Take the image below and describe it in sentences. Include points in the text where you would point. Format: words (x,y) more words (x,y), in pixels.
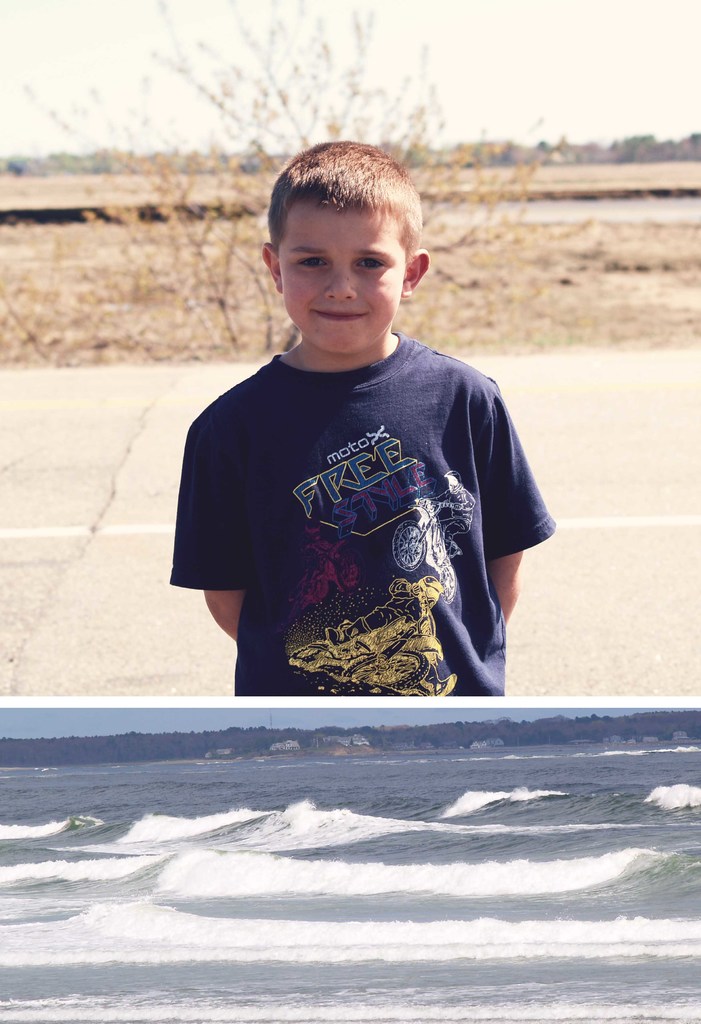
In this image there is a road (570,589). A boy (470,493) is standing and wearing a blue color shirt (399,473). There are trees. There is a sky (547,114).
